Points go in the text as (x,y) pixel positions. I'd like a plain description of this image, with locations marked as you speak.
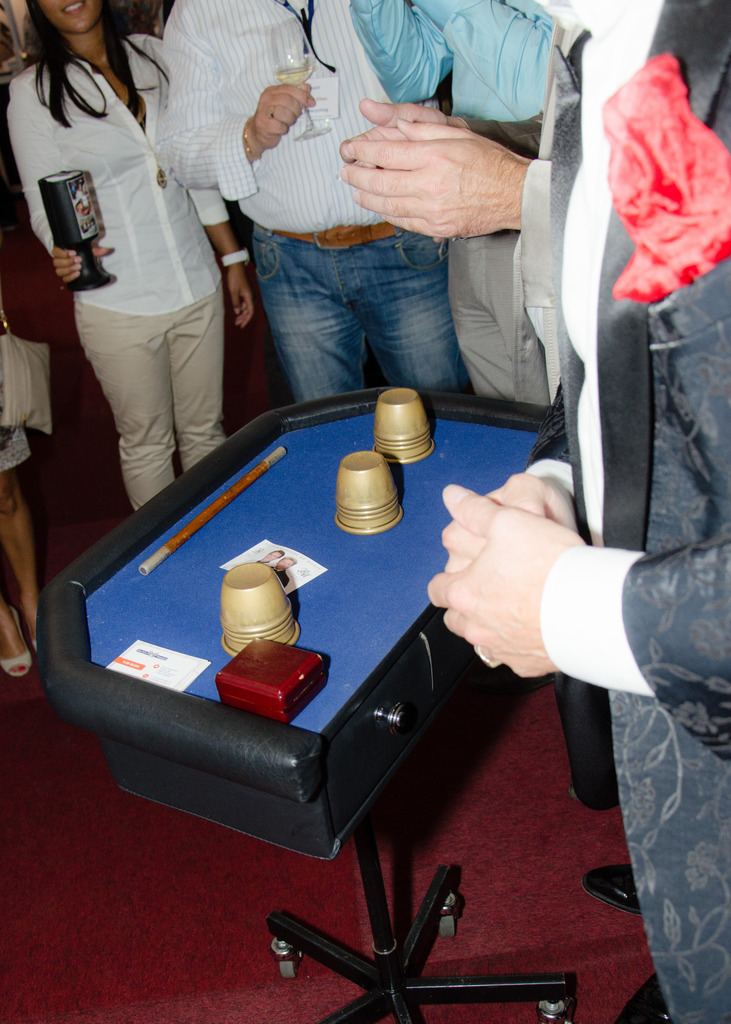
There is a table (218,733). On that there are cups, papers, stick (172,553) and a box (287,663). Near to that there are few people (343,285) standing. One person (337,81) is holding glass (311,67) and another person (100,197) is holding some other thing (83,226) in the hand (65,264).
